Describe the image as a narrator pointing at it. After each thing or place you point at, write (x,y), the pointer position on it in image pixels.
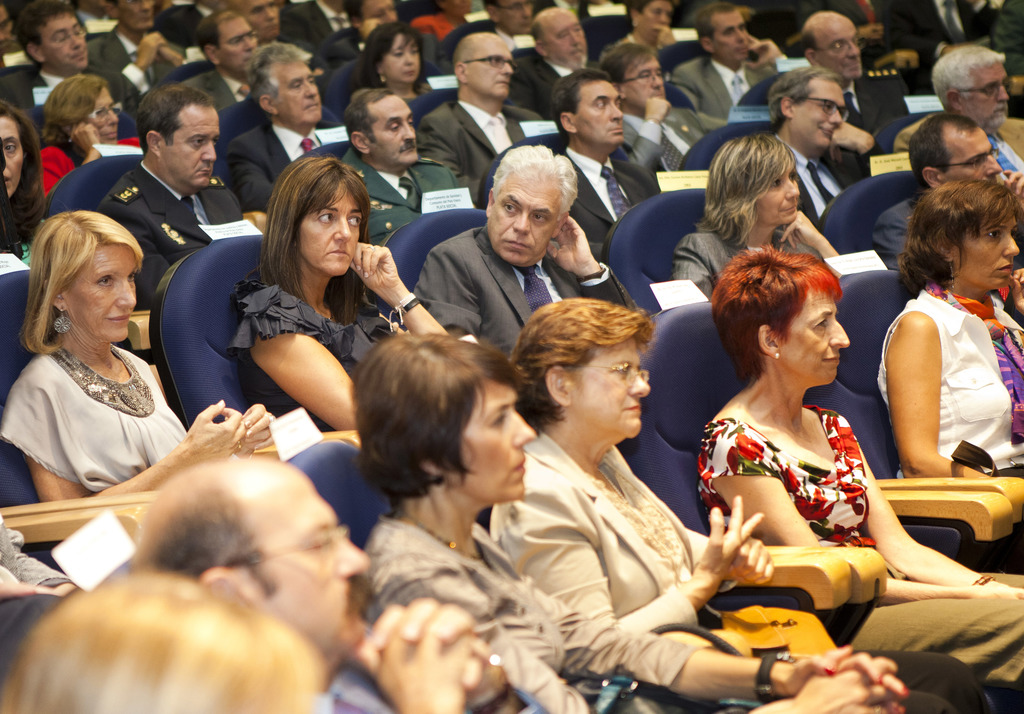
In this image we can see a group of people (875,488) wearing dress (1017,145) are sitting on chairs (747,597). In the background (894,162), we can see some papers (452,201) with some text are pasted on the chairs (193,295).
